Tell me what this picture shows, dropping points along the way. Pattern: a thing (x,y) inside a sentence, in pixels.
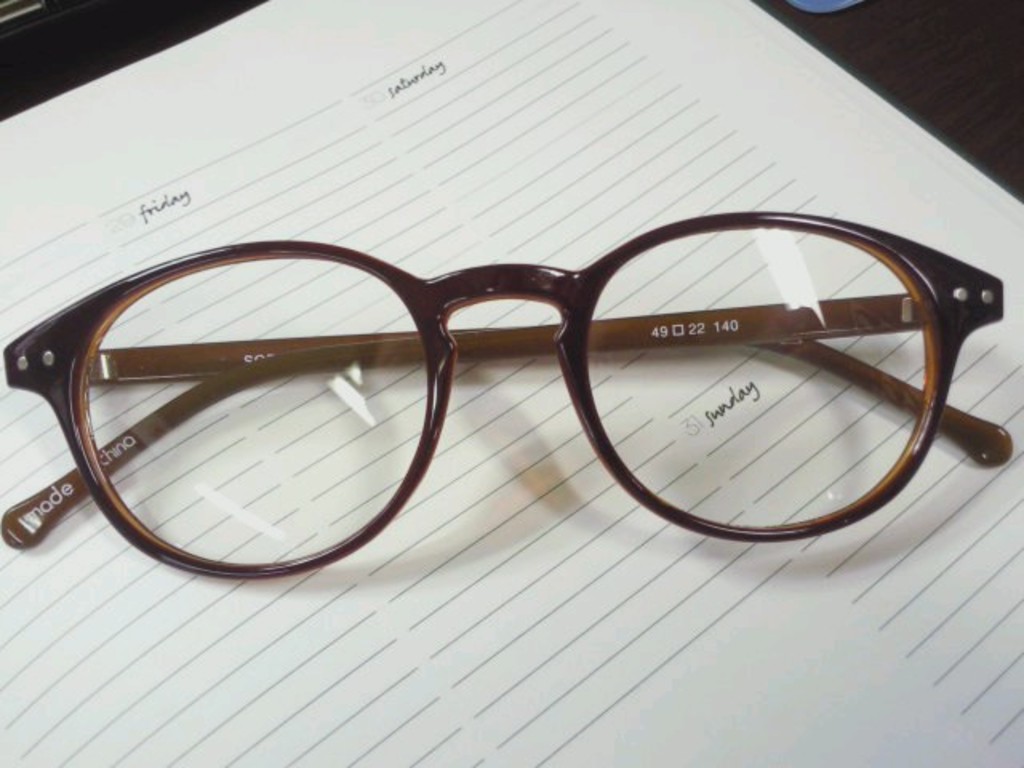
In this picture I can see there is a spectacle (359,467) placed on the paper (327,233) and there is something written on the paper (180,155), it is placed on the black color surface (1000,104).
